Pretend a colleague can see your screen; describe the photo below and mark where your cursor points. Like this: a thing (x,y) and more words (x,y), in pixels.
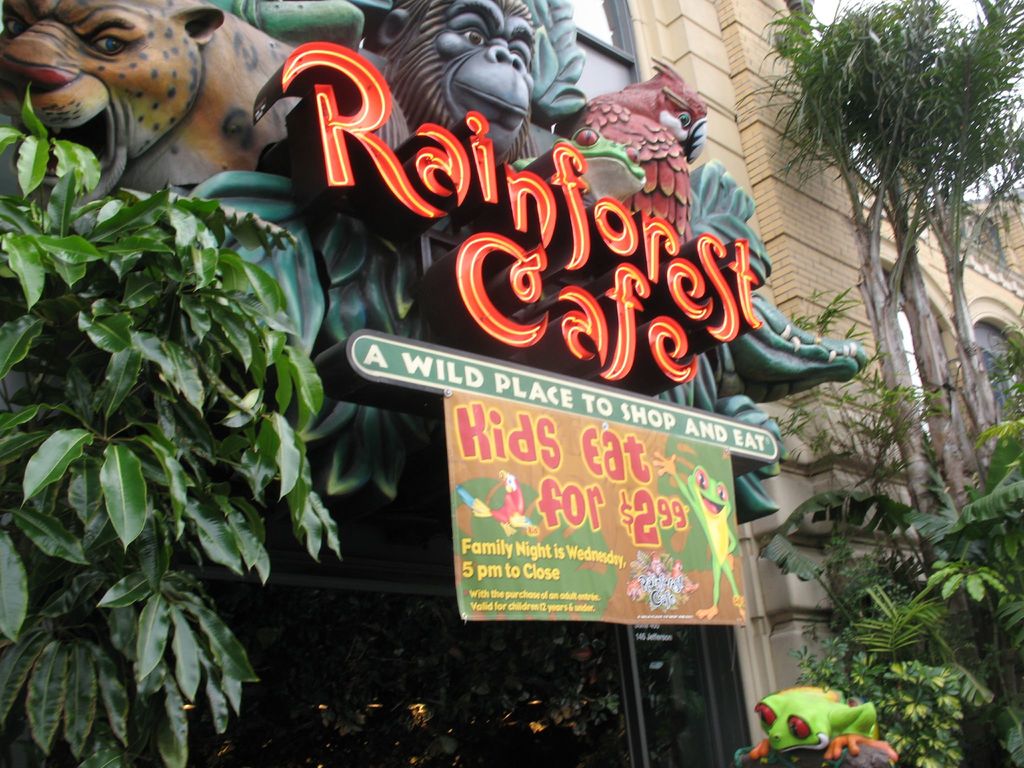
In this image we can see the entrance (377,572) of a restaurant (368,535) with some animal structures (471,105) and a label (497,357), on the either side of the label (497,357) there are trees (1,617).
